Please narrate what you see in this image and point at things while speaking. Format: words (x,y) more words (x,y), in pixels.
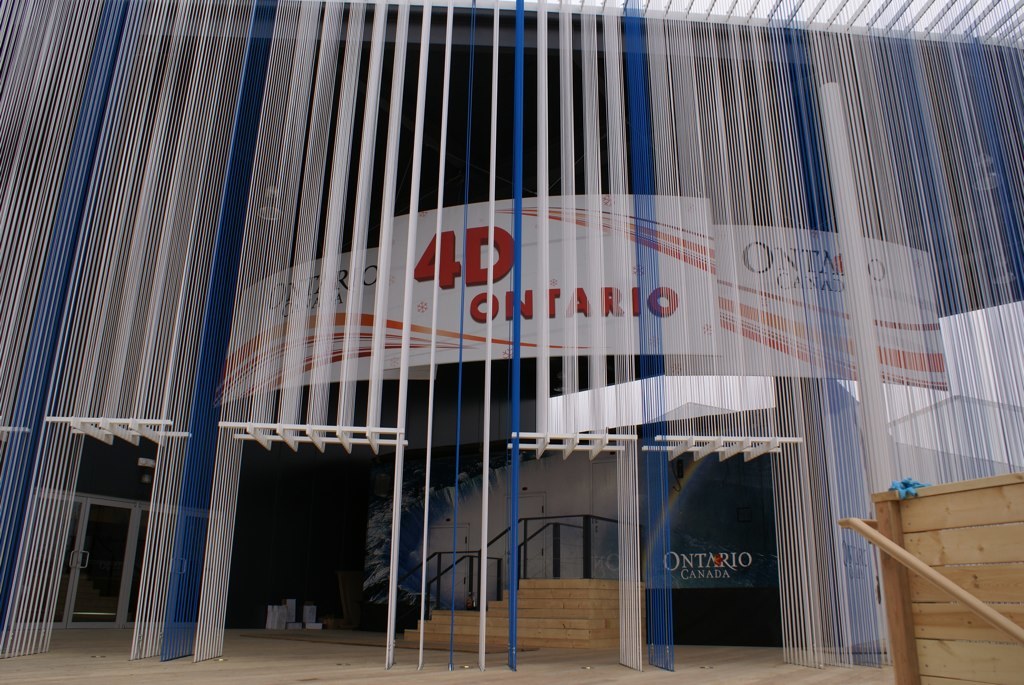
In this image we can see a building (175,169), advertisements (577,333), name boards (705,548), staircase (612,590) and railings (437,579).
